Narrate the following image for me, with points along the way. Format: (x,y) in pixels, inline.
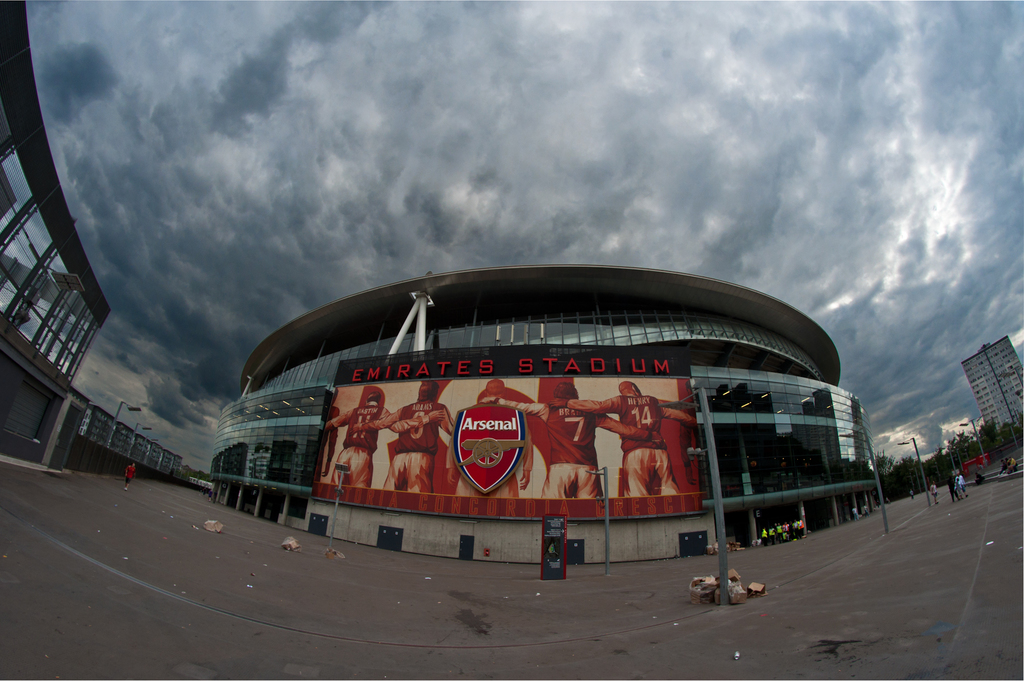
This is an outside view. At the bottom (410,632), I can see the road (400,614). In the middle of the image (438,336) there is a stadium (536,495) and there is a board (389,398) on which I can see the text (448,376) and an image (580,426) of few persons (573,443) standing facing towards back side. On the right (978,373) and left side of the image (42,374) there are few buildings (33,446) and light poles (711,437). On the right side (960,468) there are few trees (942,479) and few people (960,487) are walking on the road (906,544). At the top of the image (517,118) I can see the sky (540,125) and it is cloudy.
